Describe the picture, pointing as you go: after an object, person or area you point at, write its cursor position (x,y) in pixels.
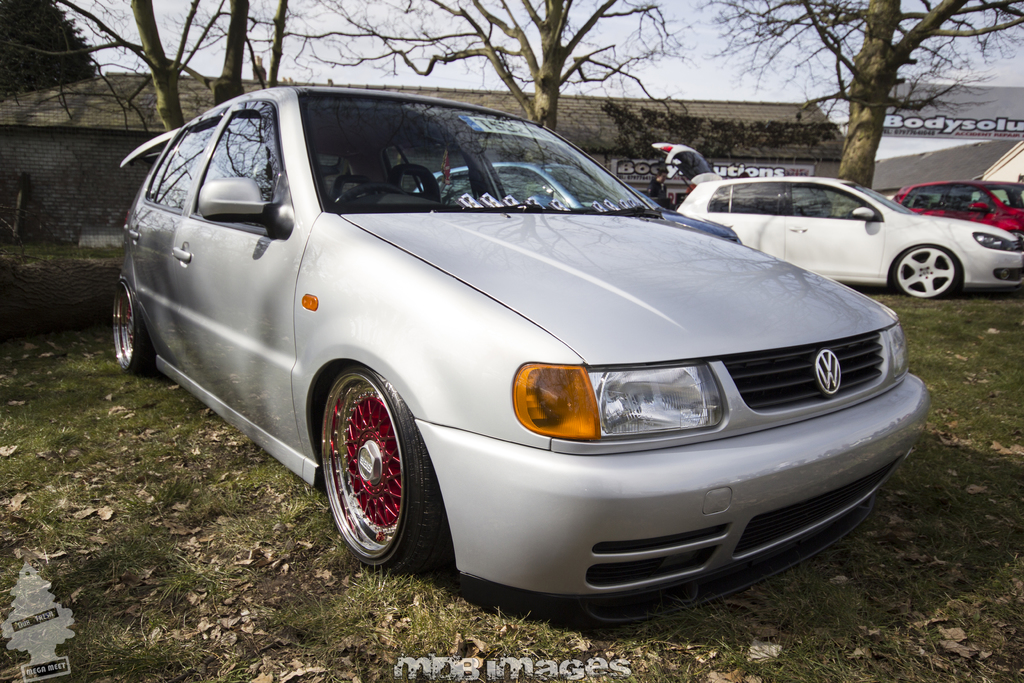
In this image, we can see few vehicles (674,347) are parked on the grass (557,628). Background (990,123) we can see house (970,158), banner (979,134), trees (847,167) and sky (708,84). Here we can see a person (655,187). At the bottom (549,669), we can see a watermark (404,664) and logo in the image.
